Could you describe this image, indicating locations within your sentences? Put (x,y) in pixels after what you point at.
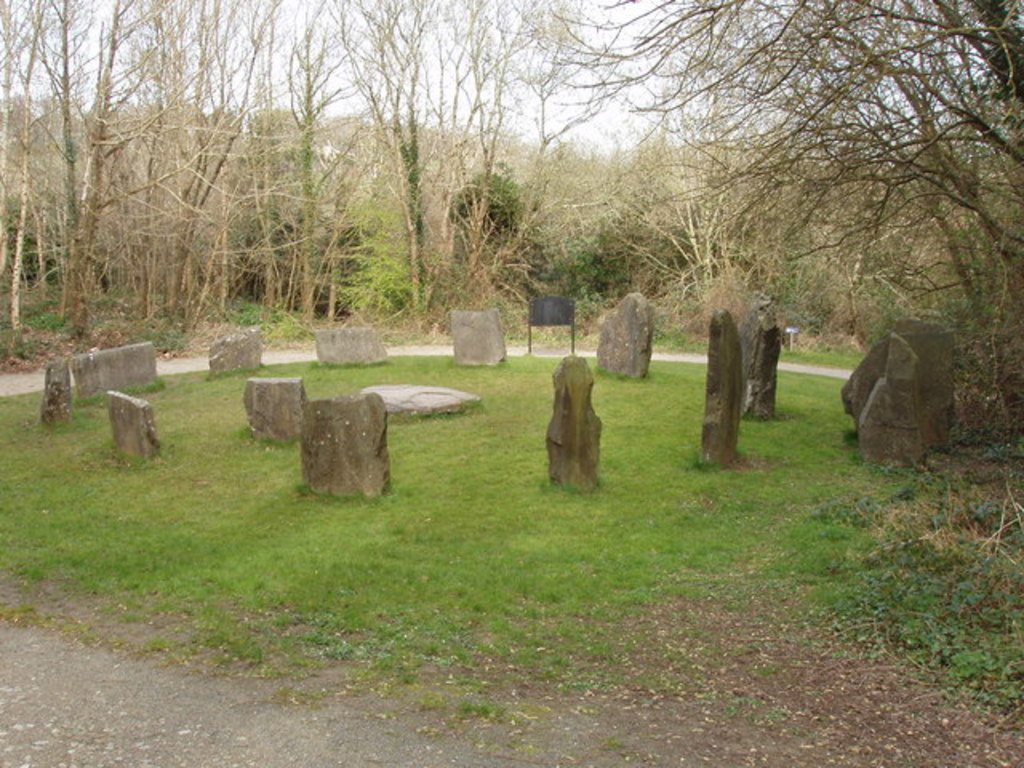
In this image, we can see some trees (701,151). There are some stones (480,330) in the middle of the image (356,450).
